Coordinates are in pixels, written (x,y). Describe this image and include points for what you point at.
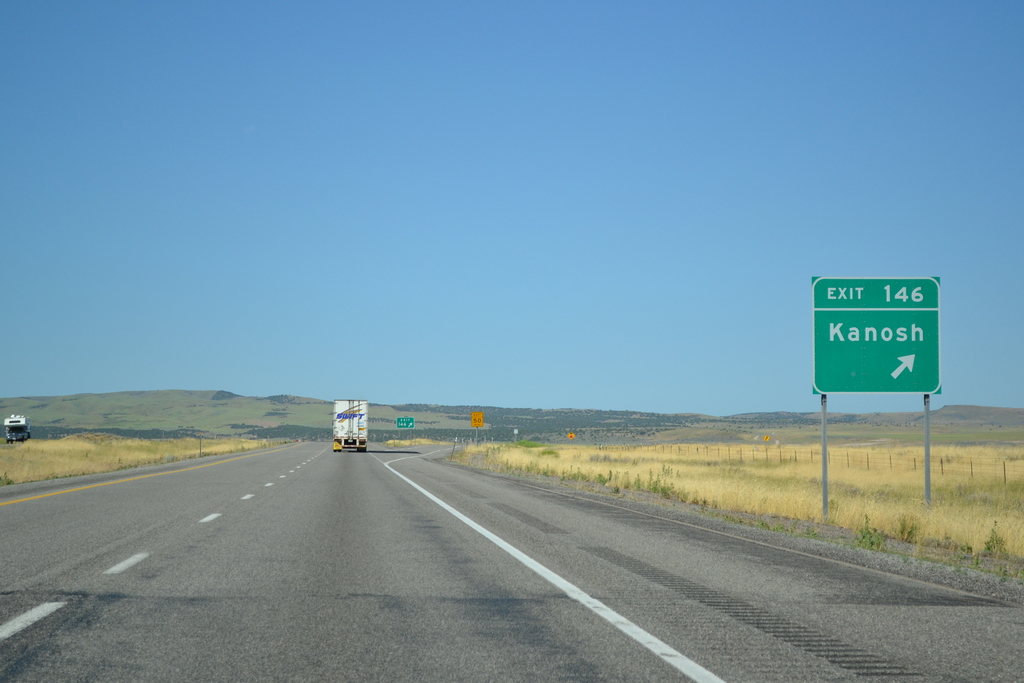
In this image there is a vehicle (337,440) moving on the road (278,573) and there are a few boards (410,417) with some text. On the left side of the image (24,416) there is something like a vehicle (28,429). In the background (559,411) there are mountains (293,400) and the sky (314,291).
